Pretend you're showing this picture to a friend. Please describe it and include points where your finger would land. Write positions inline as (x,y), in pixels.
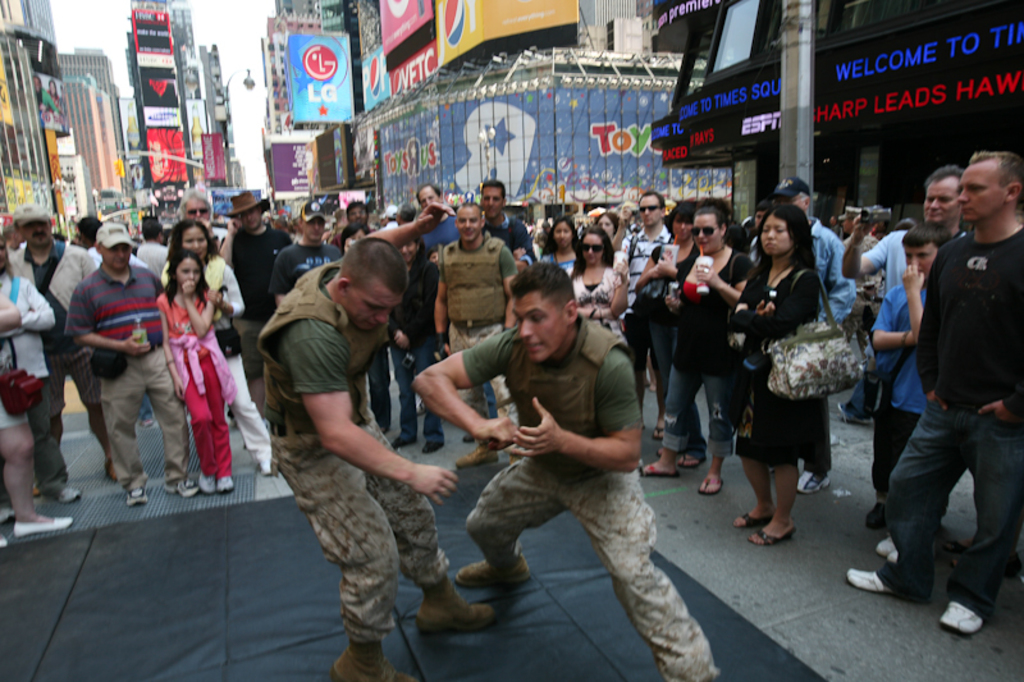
In this picture we can see a group of people (855,312) standing on the road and in the background (163,188) we can see buildings (520,95), banners (490,23), sky (240,42).
